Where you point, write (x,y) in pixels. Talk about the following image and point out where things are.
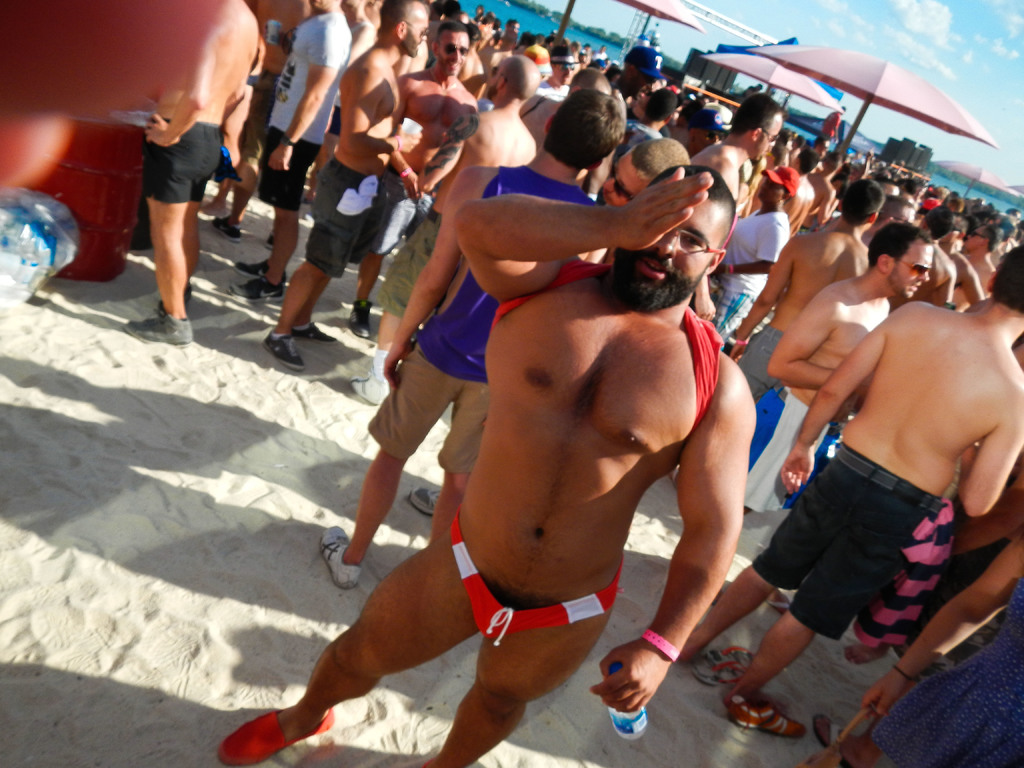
In this image I can see the group of people (506,269) with different color dresses (793,503). These people (793,499) are standing on the sand (128,592). In the background (675,17) I can see umbrellas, water (614,49), trees (615,32), clouds (916,56) and the sky (930,69).
